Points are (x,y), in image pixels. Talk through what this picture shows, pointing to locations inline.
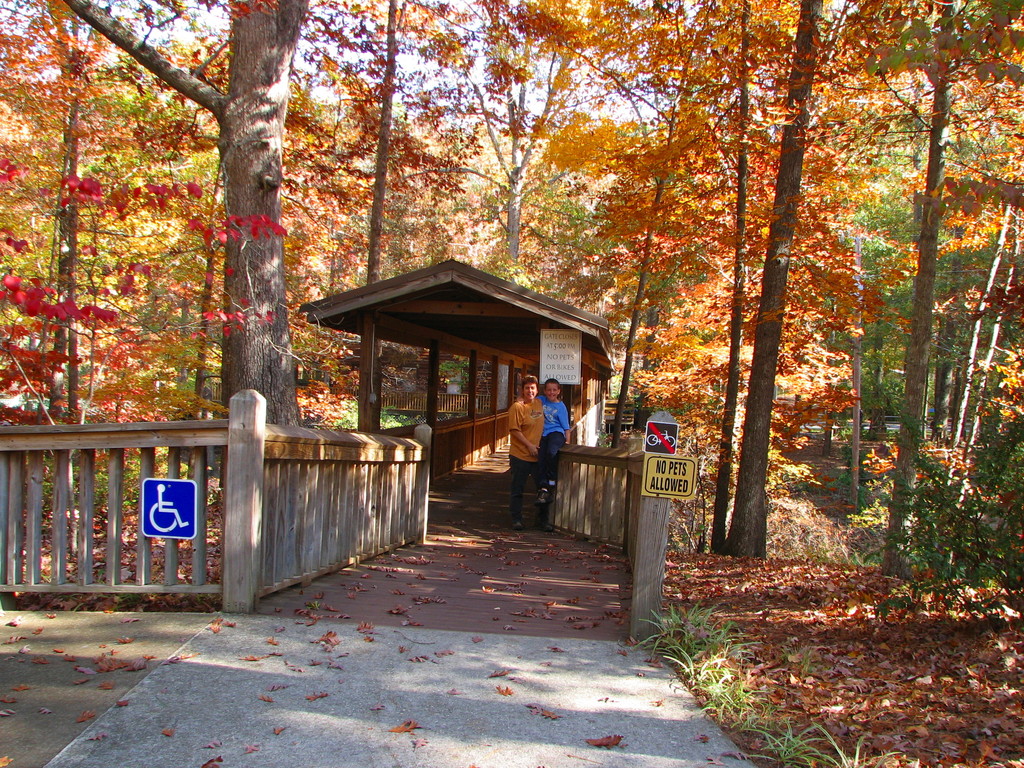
This image consists of two persons (552,451) standing. At the bottom (362,667), there is a path (187,652). In the background (780,190), there are many trees (833,298) and the leaves (734,155) are different color like green, orange and red. In the front (223,542), there is a railing (262,507) made up of wood (242,498). In the background (487,302), there is a shed (401,296) made up of wood (432,305).
